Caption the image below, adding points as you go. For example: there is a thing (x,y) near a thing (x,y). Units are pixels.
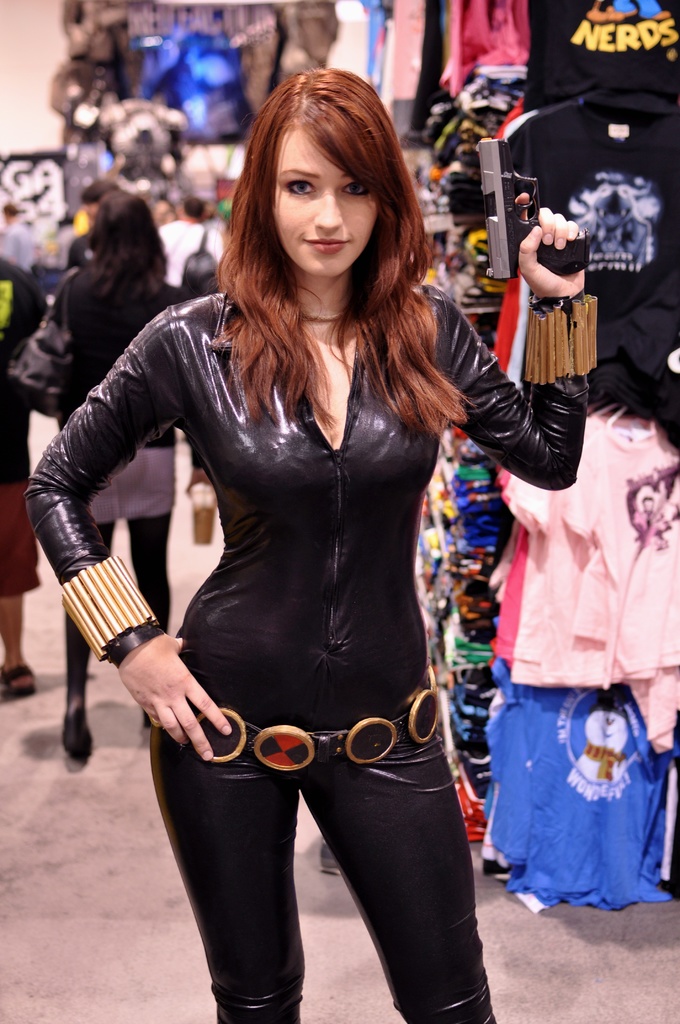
In this image we can see a lady (264,485) standing and holding a gun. In the background (120,214) there are few people (110,214). Also we can see dresses (473,32) in the background (536,133) and some other items (246,110). And it is blurry in the background (71,87).
